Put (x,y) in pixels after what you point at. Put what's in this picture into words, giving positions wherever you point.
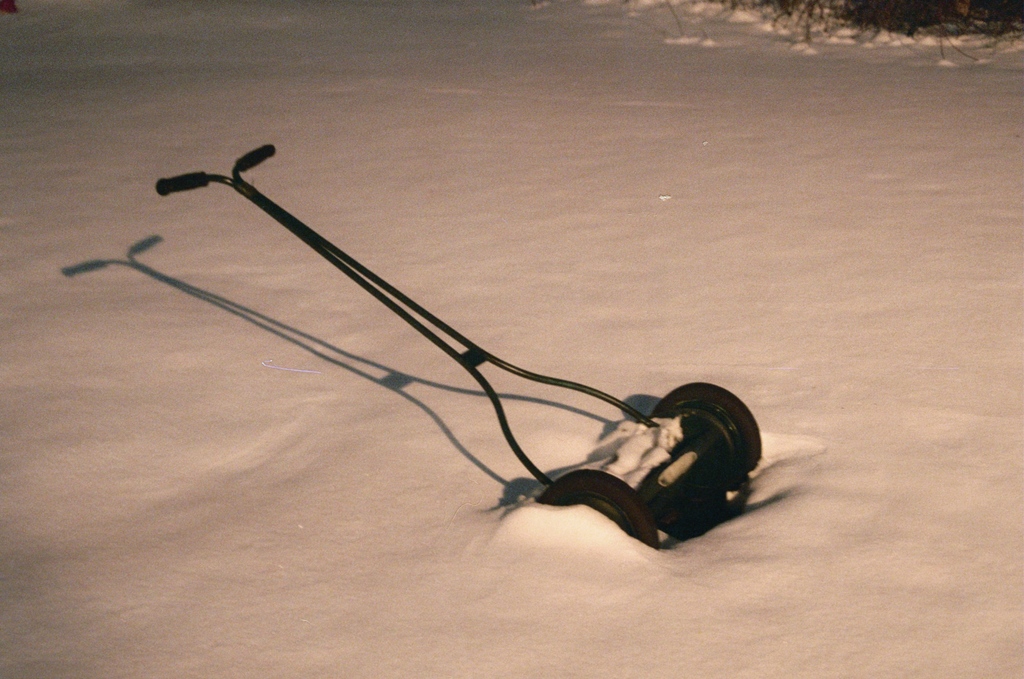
In this image we can see a lawn mower (704,484) placed on the ground (736,613).
